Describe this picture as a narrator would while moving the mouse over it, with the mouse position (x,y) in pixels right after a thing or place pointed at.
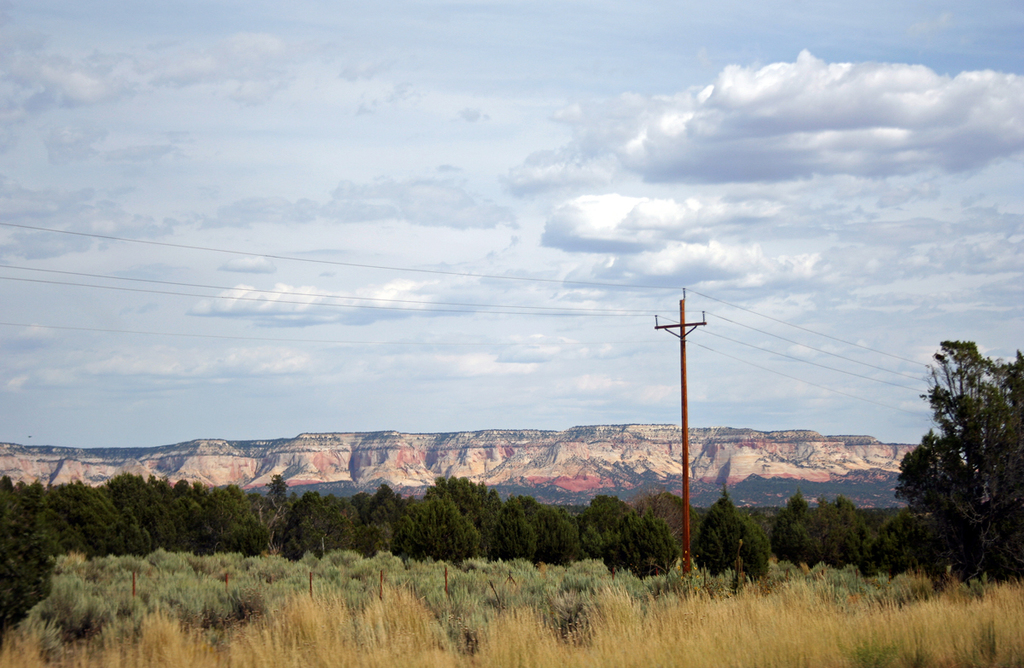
In this image, I can see the trees (503,513) with branches (704,540) and leaves (923,479). This is the current pole (672,327) with the current wires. I can see the hills (613,426). These are the clouds (555,202) in the sky (706,129). At the bottom of the image (413,651), I think this is the dried grass (621,623).
